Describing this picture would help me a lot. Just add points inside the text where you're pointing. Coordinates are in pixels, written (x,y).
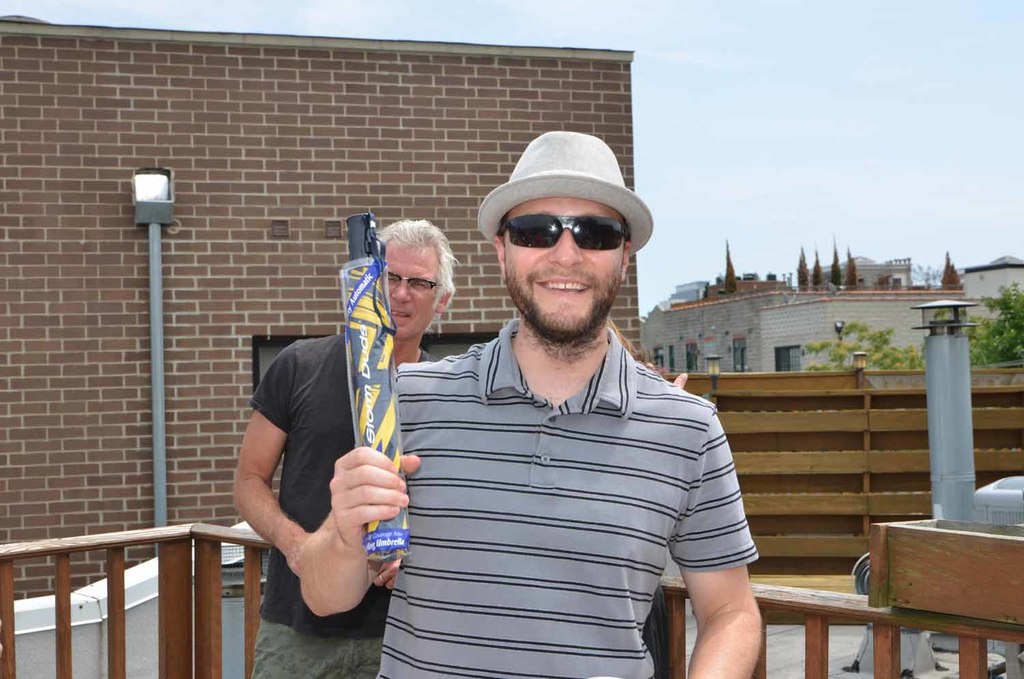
In this image there are two persons (434,426) one person (408,397) is holding an umbrella (386,338) in his hand (396,503) and wearing, glasses (565,230) and a hat (568,191), in the background (174,146) there are buildings (811,289) and the sky (837,125).
